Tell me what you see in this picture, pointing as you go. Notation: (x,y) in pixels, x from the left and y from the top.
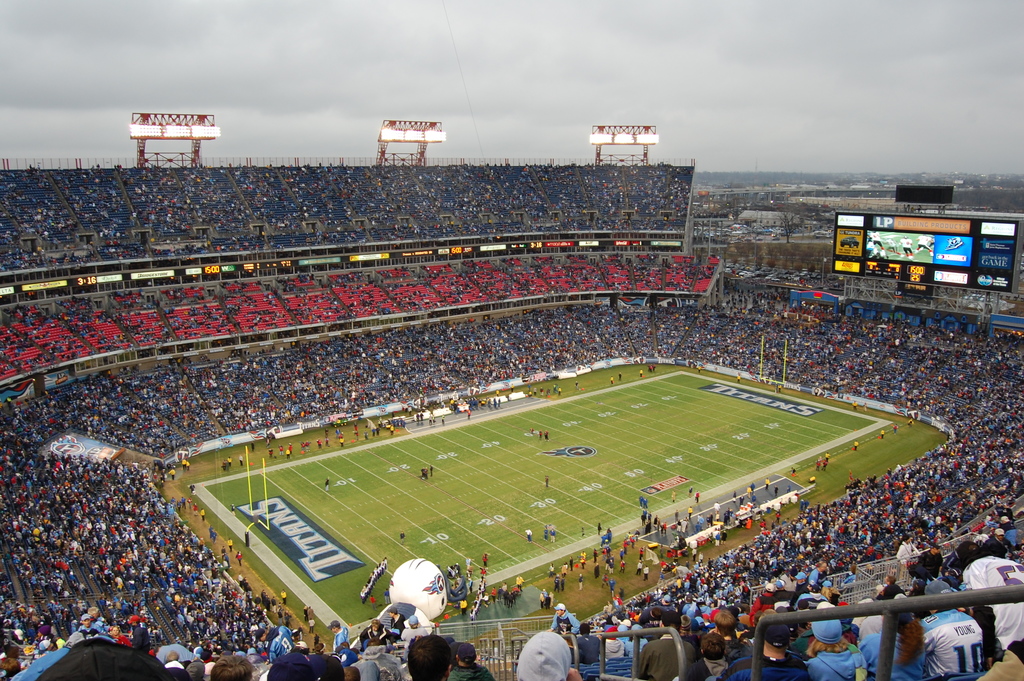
The image is taken in the stadium (428,544). In the center of the image (580,445) there is a ground (515,531) and we can see people (689,510) playing a game. There is crowd (848,506). On the right (847,234) we can see a screen (848,256). At the top (160,132) there are lights (200,132) and sky (501,75).
